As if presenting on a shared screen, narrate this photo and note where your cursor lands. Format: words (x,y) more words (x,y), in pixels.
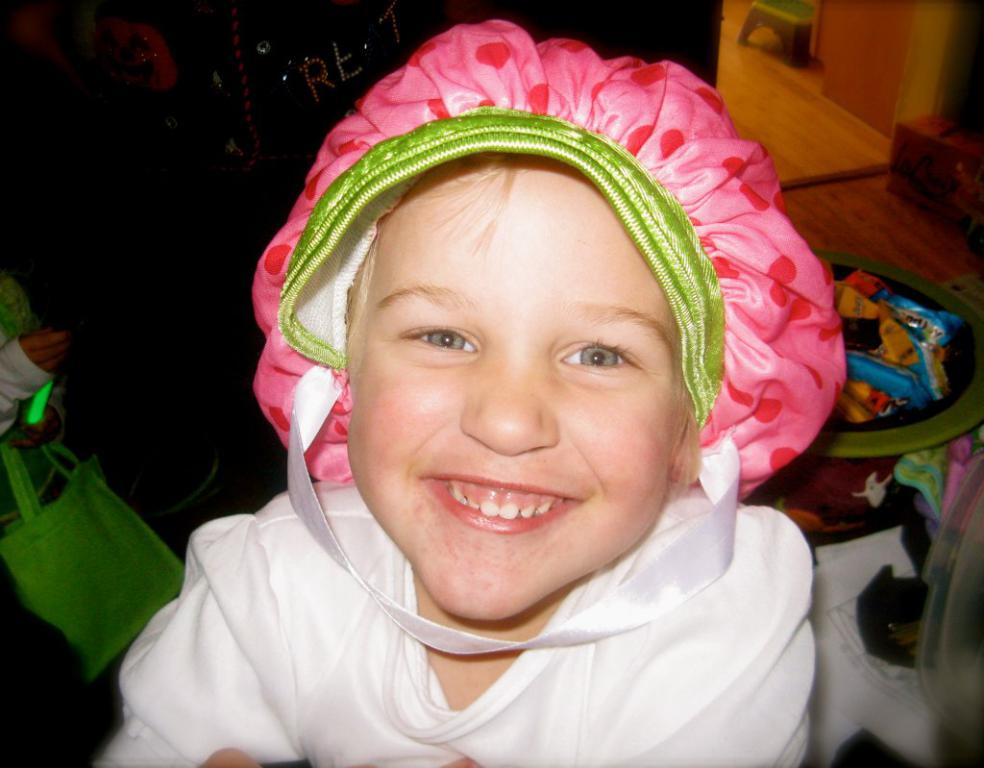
In this image there is a kid (453,623) smiling. He is wearing a cap (666,148). Behind him there are papers (839,596), a tub (870,449) and a bag (27,589). To the extreme left there is a hand (34,361) of a person (41,345). In the top right (759,16) there is a stool (777,16) on the floor (778,60). The floor (776,128) is furnished with the wood (831,196).
